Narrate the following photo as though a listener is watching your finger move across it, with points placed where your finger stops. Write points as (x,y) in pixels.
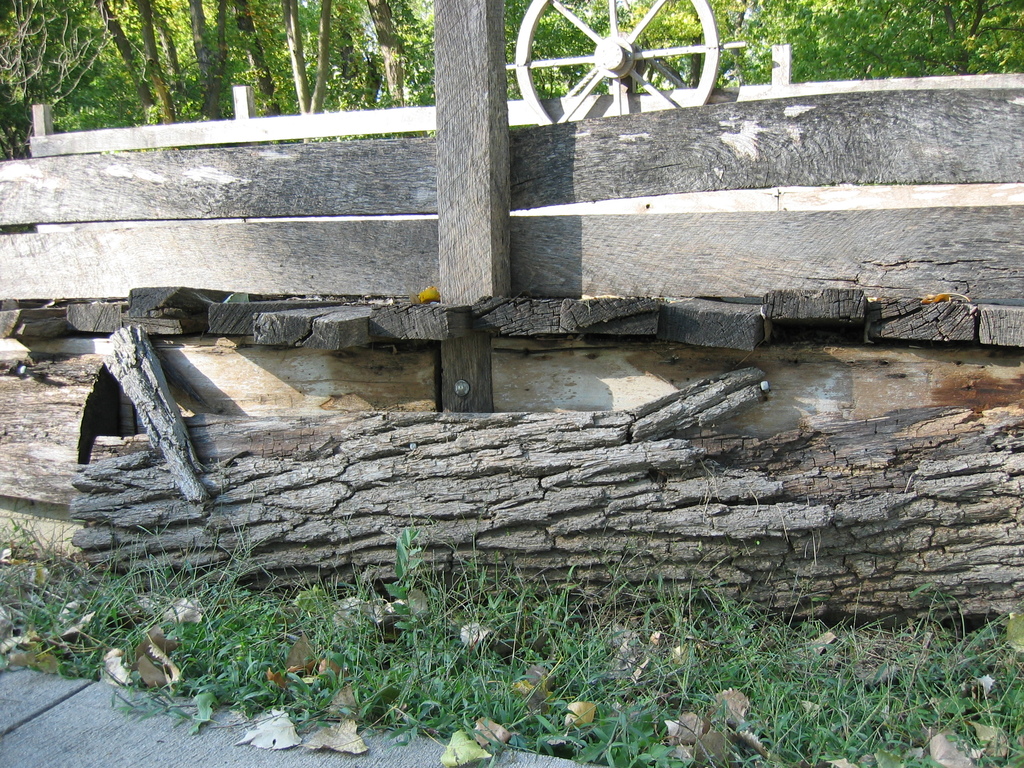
In this picture we can see a tree trunk (302,546) on the grass path (122,582) and behind the tree trunk (368,581) there is a wooden fence (344,301), wheel (540,115) and trees (397,72).
